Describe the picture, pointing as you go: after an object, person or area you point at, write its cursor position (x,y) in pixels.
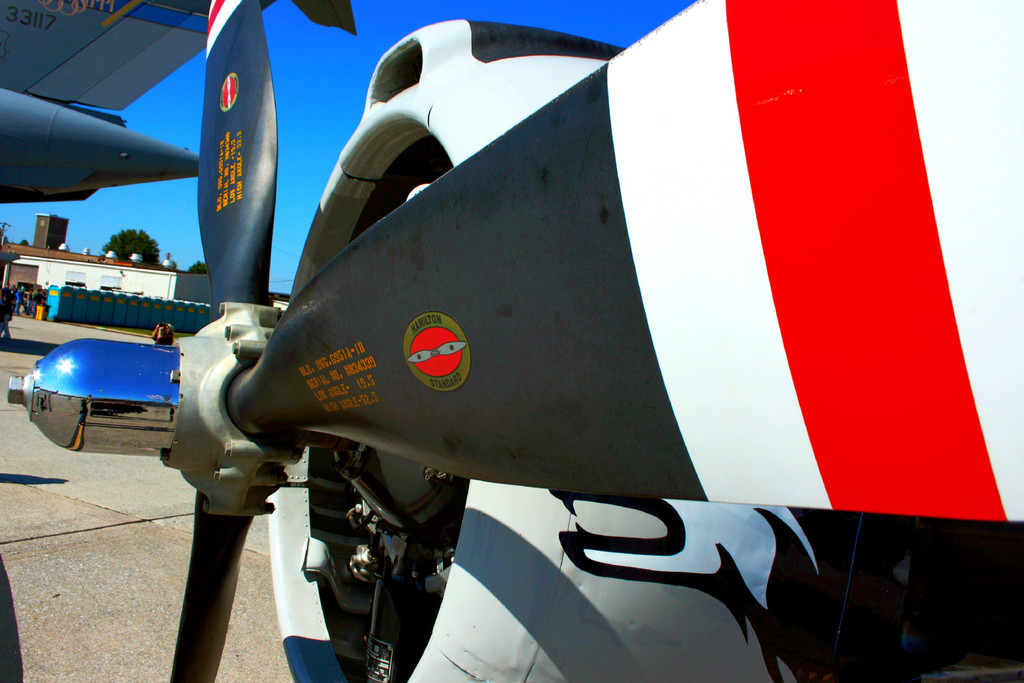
In this image we can see the part of a monoplane (285,401). On the backside (275,213) we can see a tree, a building (84,260) and the sky (108,234) which looks clear.
